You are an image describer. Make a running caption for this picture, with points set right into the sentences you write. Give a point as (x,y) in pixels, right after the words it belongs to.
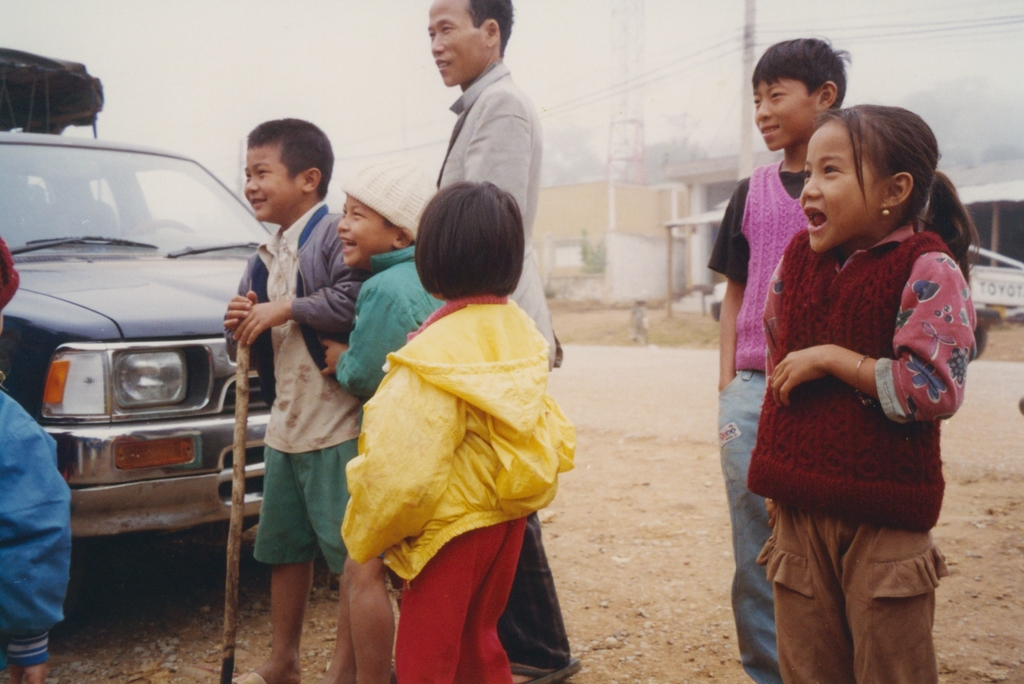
In this image, we can see kids (830,358) wearing coats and one of them is holding a stick (244,410) and some are wearing caps (4,275) and there is a man (486,140) standing. In the background (717,176), there are buildings (702,166), trees (676,161) and we can see a pole (746,70) along with wires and there is a vehicle (143,342) on the road (699,383). At the top (439,116), there is sky (171,81).
